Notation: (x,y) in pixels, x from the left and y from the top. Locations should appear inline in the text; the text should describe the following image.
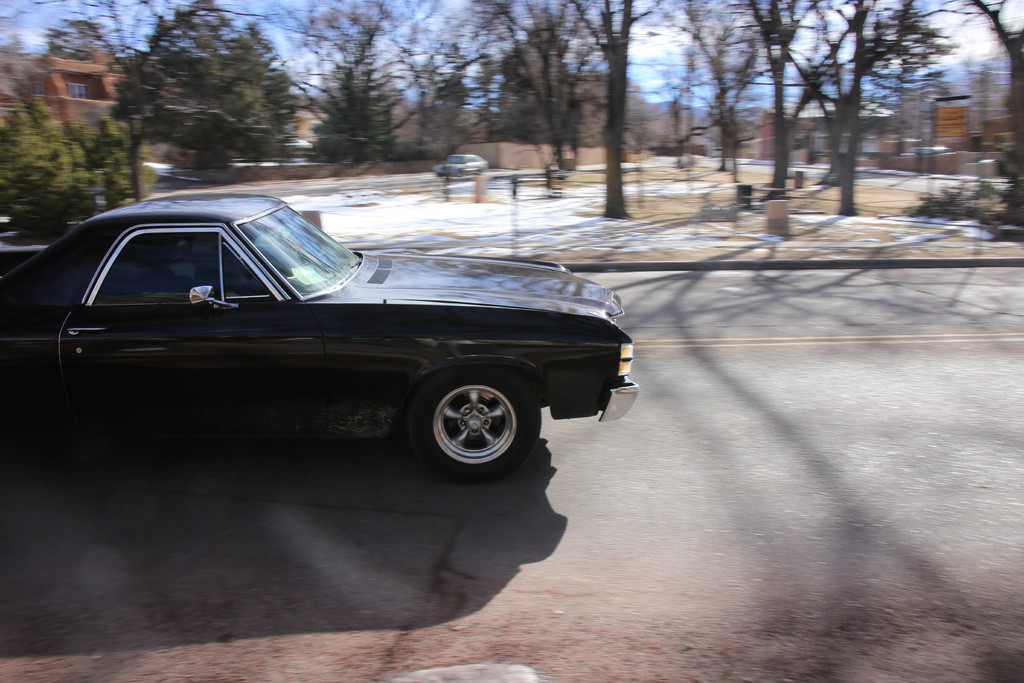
This is an outside view. On the left side (148,271) there is a car (258,347) on the road (332,486) facing towards the right side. In the background (576,102) there are trees (215,115), a building (8,118) and a car (444,165) on the ground (431,176). On the right side (959,126) there is a board (959,119). At the top of the image (271,18) I can see the sky (276,32).
